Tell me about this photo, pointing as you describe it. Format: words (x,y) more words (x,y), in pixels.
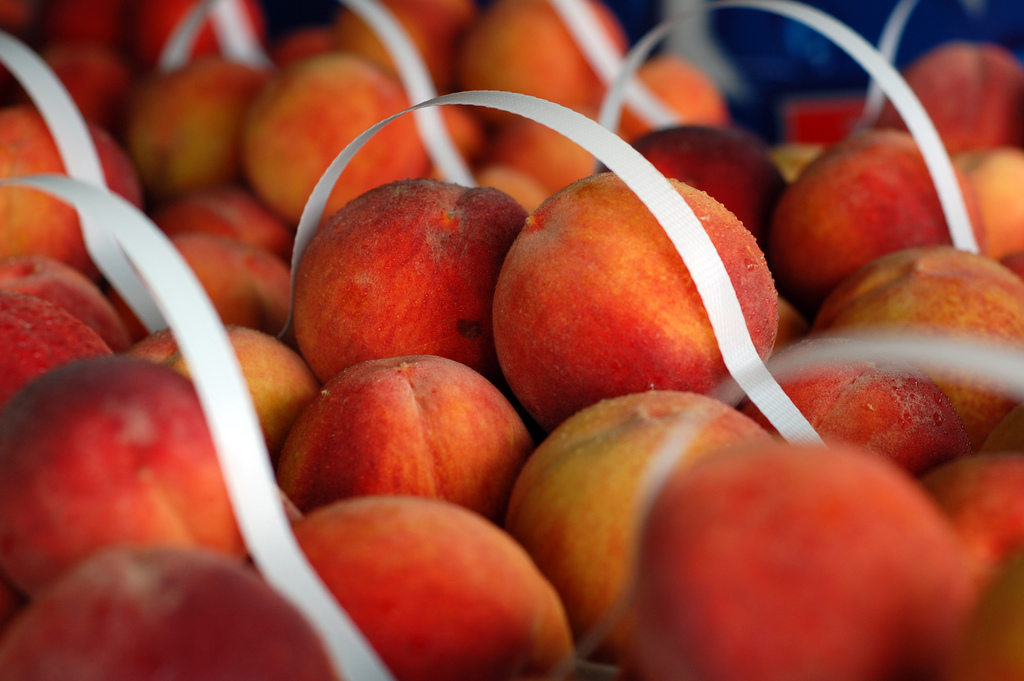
In this picture we can see so many fruits (617,343) are placed in one place.
